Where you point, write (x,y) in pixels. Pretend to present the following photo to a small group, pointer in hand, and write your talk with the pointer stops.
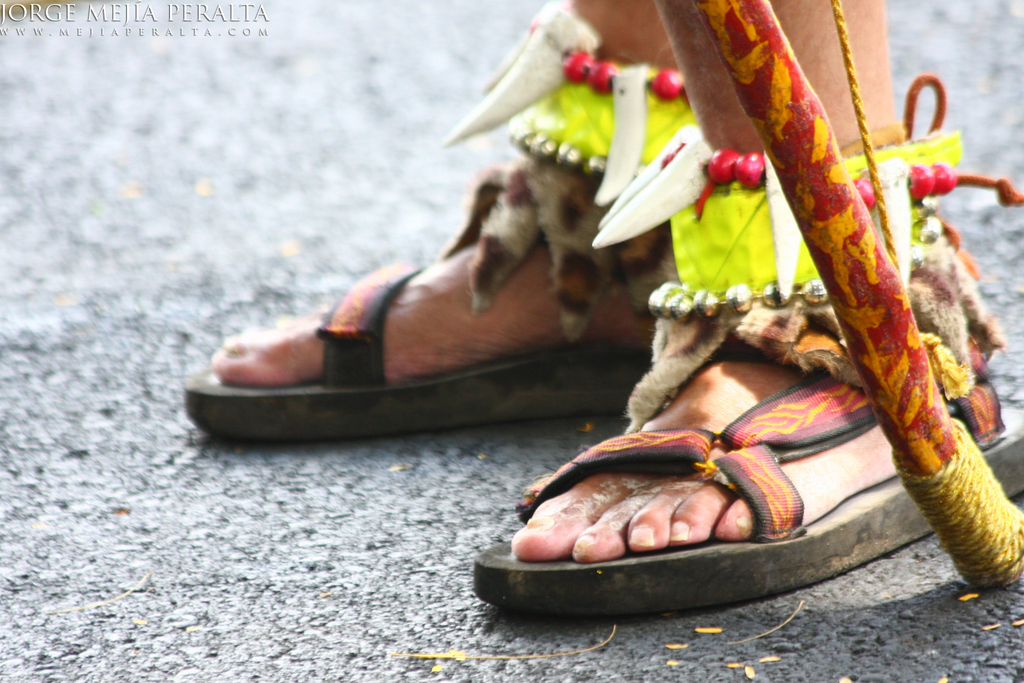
In the center of the image (497,364) we can see two human legs (818,6) wearing footwear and some other object (849,273). And we can see leaves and one rope (852,71) tied around the stick (926,467). At the top left side of the image (252,9), we can see some text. In the background (265,140) we can see the road (235,80).
